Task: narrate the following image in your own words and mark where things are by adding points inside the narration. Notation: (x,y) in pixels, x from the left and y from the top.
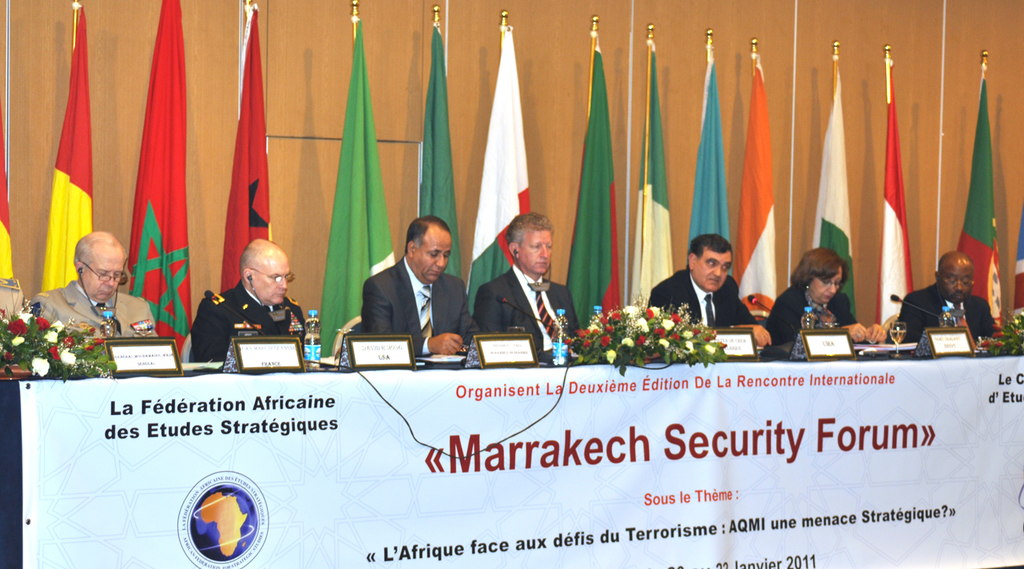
In this image there are some persons (448,286) sitting in middle of this image (429,328) and are some flowers (53,369) are kept on one table (980,359) which is in middle (644,344), left and right side of this image (987,340). There are some flags (67,130) at top of this image (32,142) and there is a wall (643,91) in the background (586,91) and there is one table (7,442) at bottom of this image (789,449) and there is one white color board (541,454) is attached to this table (420,386).
